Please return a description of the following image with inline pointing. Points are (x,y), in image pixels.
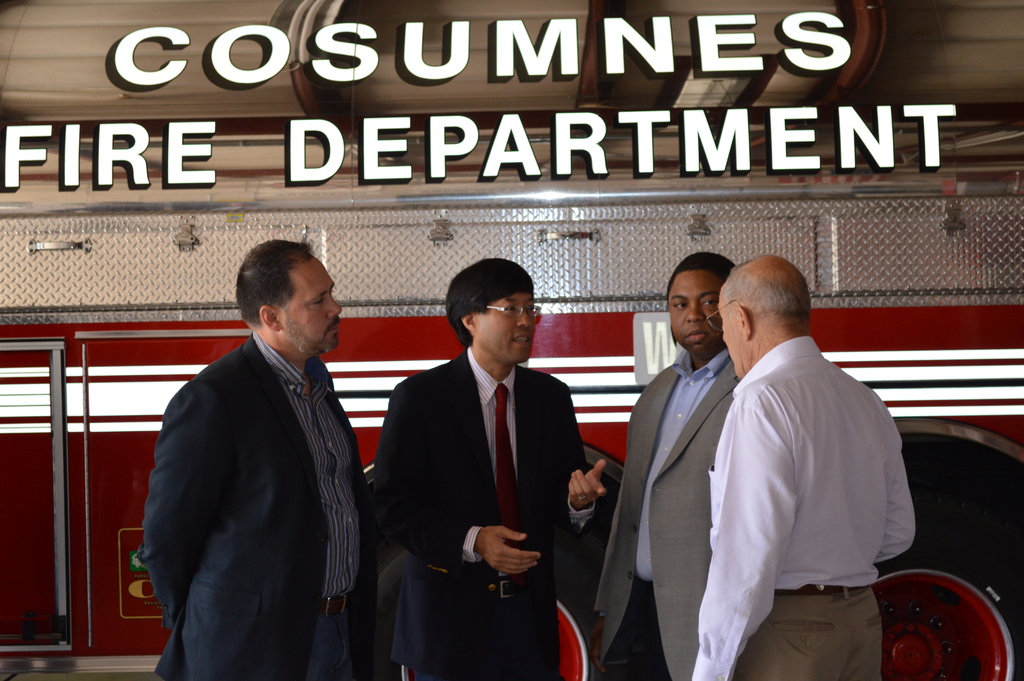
In this picture we can see a vehicle (45,534) and group of men (399,434) are standing, they are discussing. At the top portion of the picture (126,156) there is something written.
